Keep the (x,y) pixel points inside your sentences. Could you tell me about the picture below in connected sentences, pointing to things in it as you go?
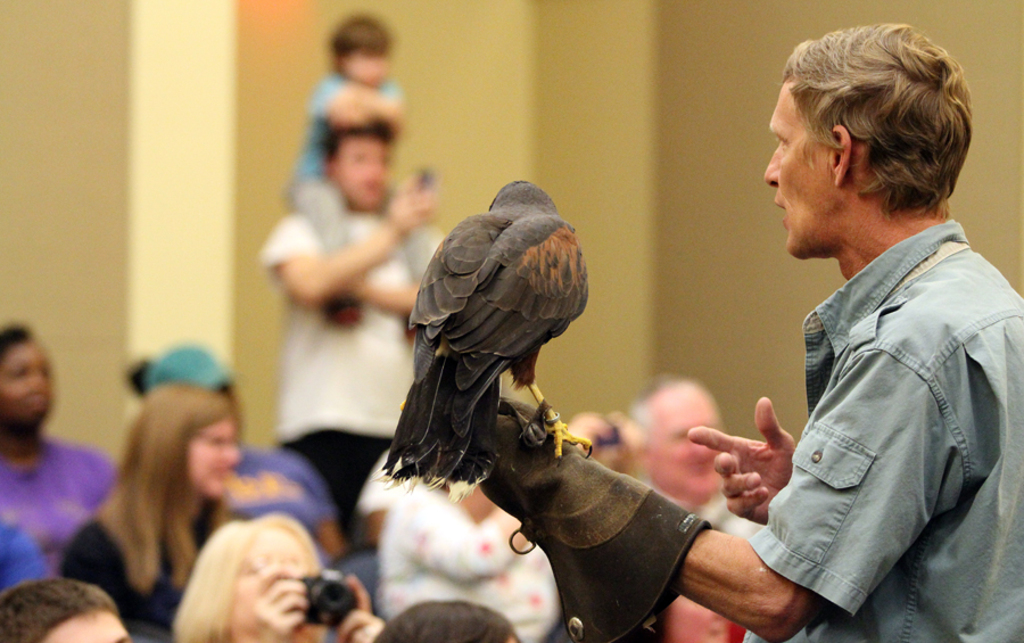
In this image I can see a person (825,238) and a bird (531,359) on his left hand (648,526), there are people (275,512) sitting in front of him, and the background (498,16) is blurry.
